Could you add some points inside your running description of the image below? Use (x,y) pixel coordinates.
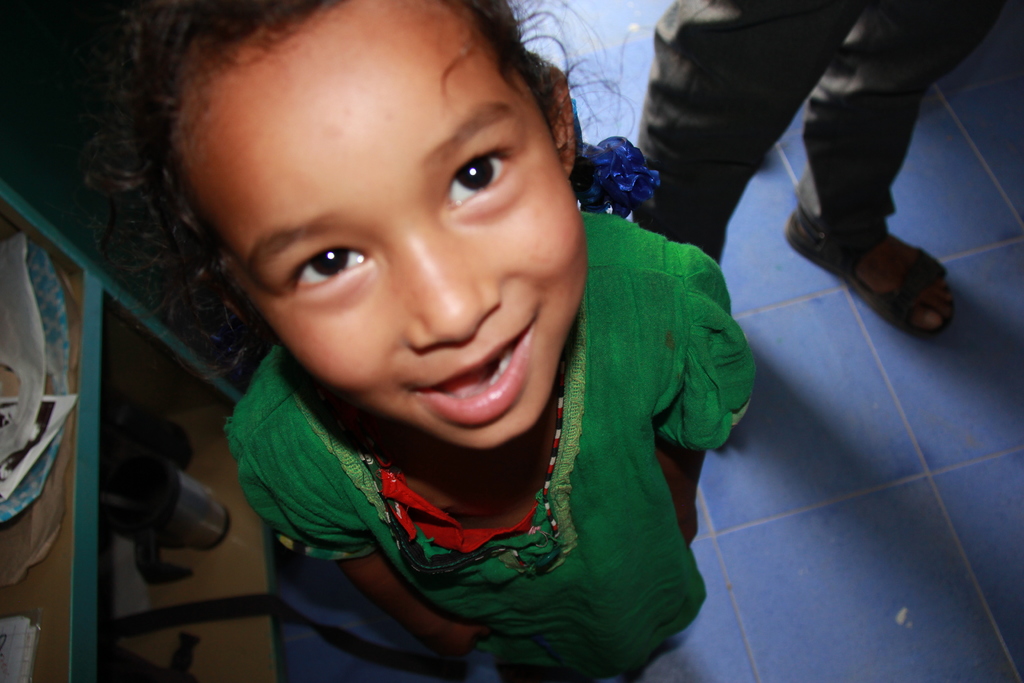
In this image I can see a child (581,431) wearing green and red dress (532,536) is standing. To the right side of the image (815,256) I can see another person's legs (868,140) and the blue colored floor (840,440) and to the left side of the image (220,398) I can see the rack (103,470) which is brown and blue in color and few objects (111,475) in the rack (103,488).
